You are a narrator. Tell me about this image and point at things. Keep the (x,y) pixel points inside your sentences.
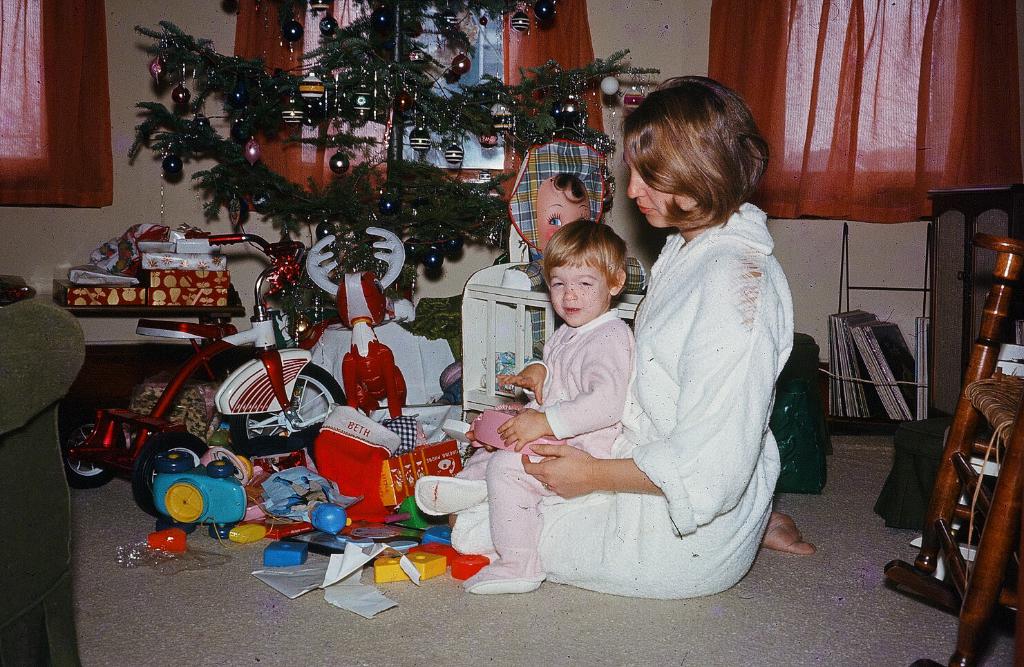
In this picture there is a lady (688,157) on the right side of the image (710,475), she is sitting on the floor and there is a baby (571,319) on her laps (562,554), there are toys (102,445) and a christmas tree (336,160) on the left side of the image (245,86).
